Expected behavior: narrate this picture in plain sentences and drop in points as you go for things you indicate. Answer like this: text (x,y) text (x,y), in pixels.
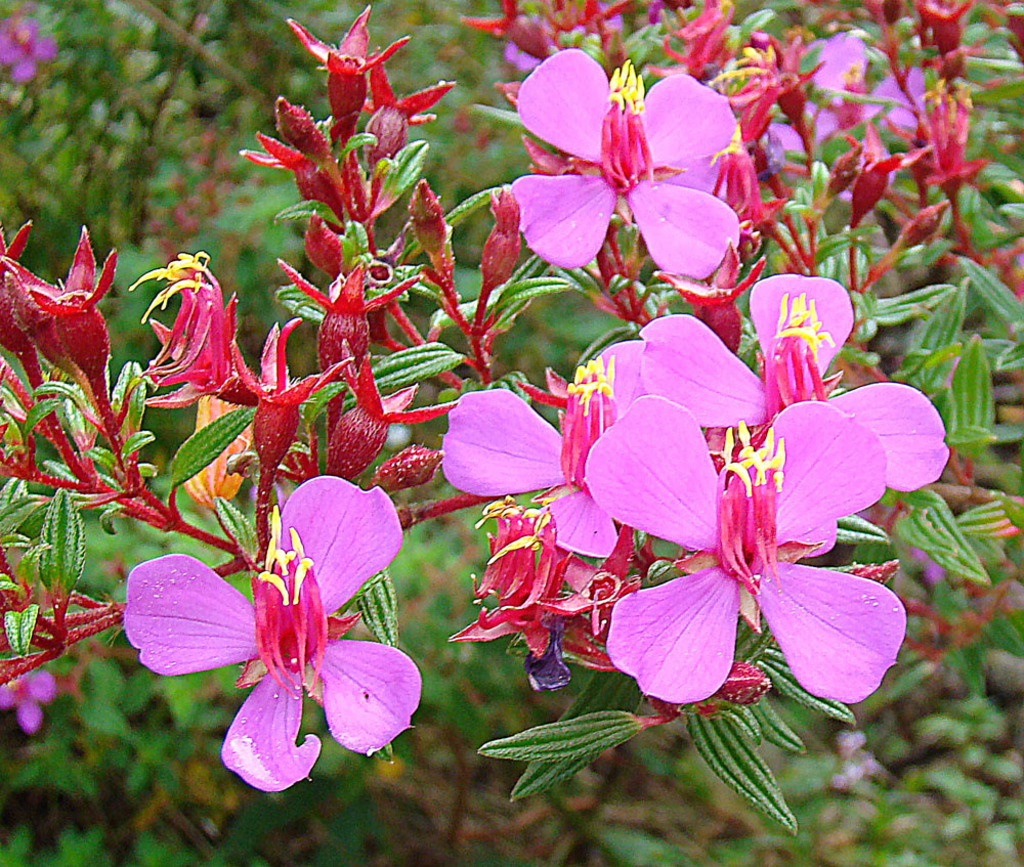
In this picture we can see a few pink flowers (382,690), red buds (418,217) and some green leaves (10,529). Background (77,13) is blurry.
